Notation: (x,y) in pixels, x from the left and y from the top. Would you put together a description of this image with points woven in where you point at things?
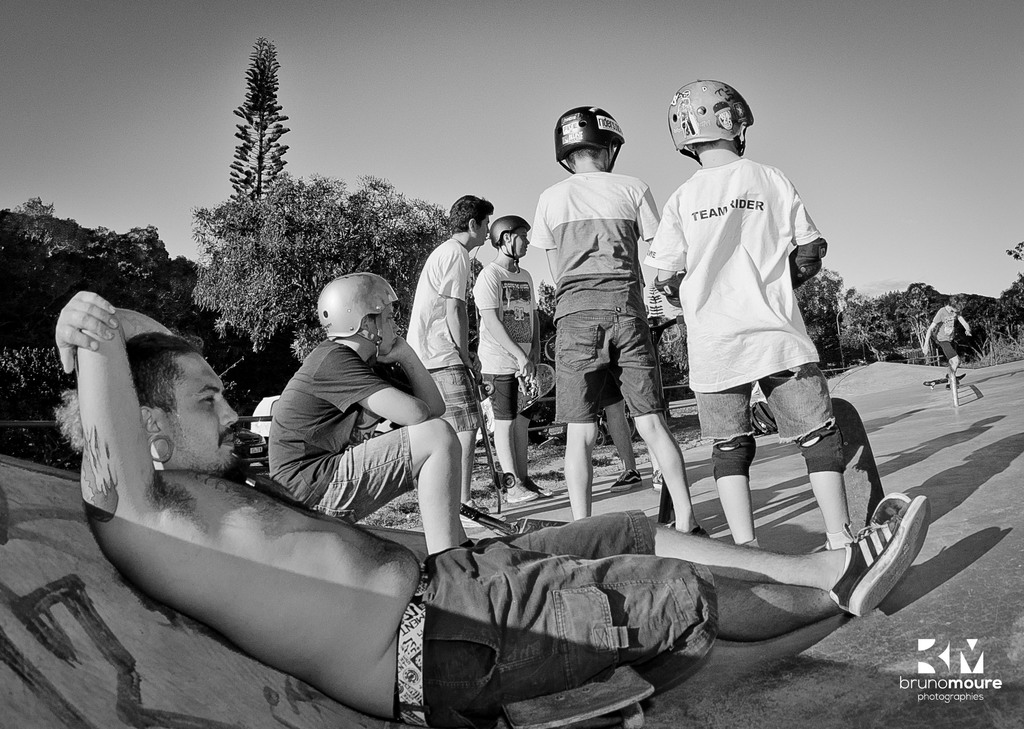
This is a black and white image. In this image we can see persons (820,454) standing on the floor (706,457). At the bottom of the image (315,573) we can see person (634,640) sitting on the skateboard (536,707). In The background (981,205) we can see trees (260,206) and sky (445,107).
